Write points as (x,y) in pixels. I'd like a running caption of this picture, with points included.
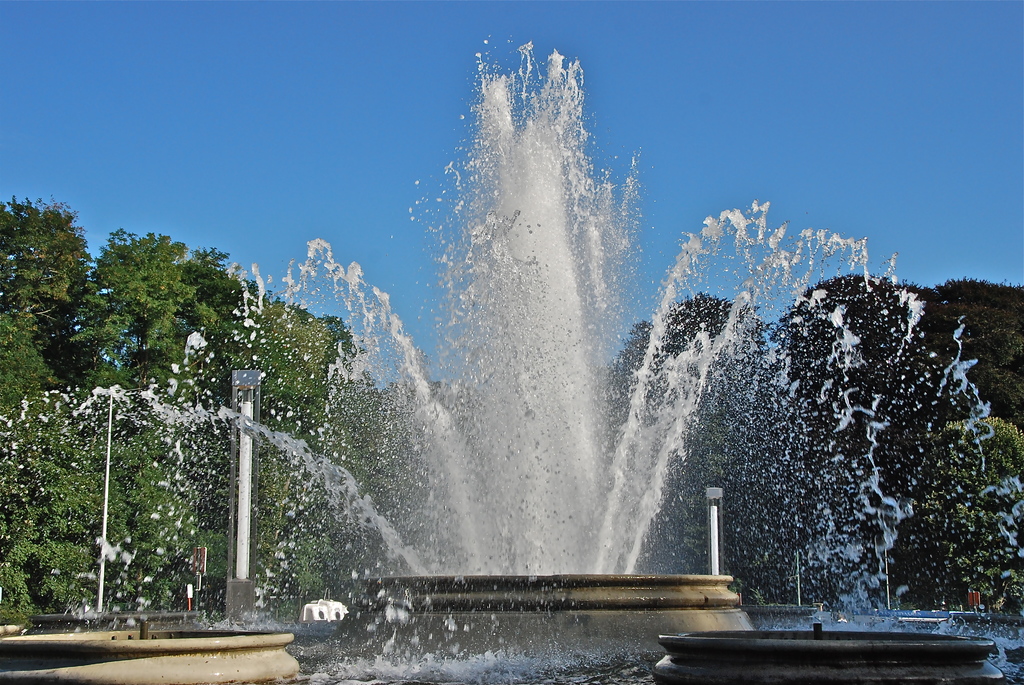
In the center of the image (571,430) there is a fountain (161,399). In the background (919,521) we can see some trees (277,488) and light poles (712,516). At the top (338,121) there is sky (421,79).
